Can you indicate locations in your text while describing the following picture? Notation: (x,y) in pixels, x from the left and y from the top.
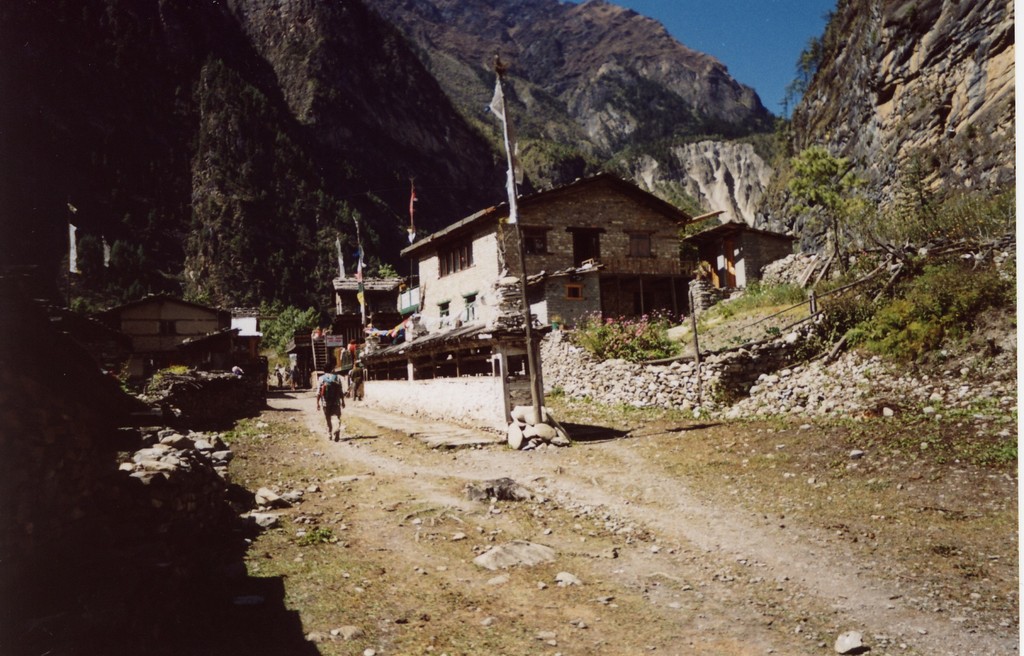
In this image I can see the person (320,385) walking and I can see few houses (545,218), trees (282,272) in green color, few flags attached to the poles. In the background (635,146) I can see few rocks (603,57) and the sky (733,18) is in blue color.
